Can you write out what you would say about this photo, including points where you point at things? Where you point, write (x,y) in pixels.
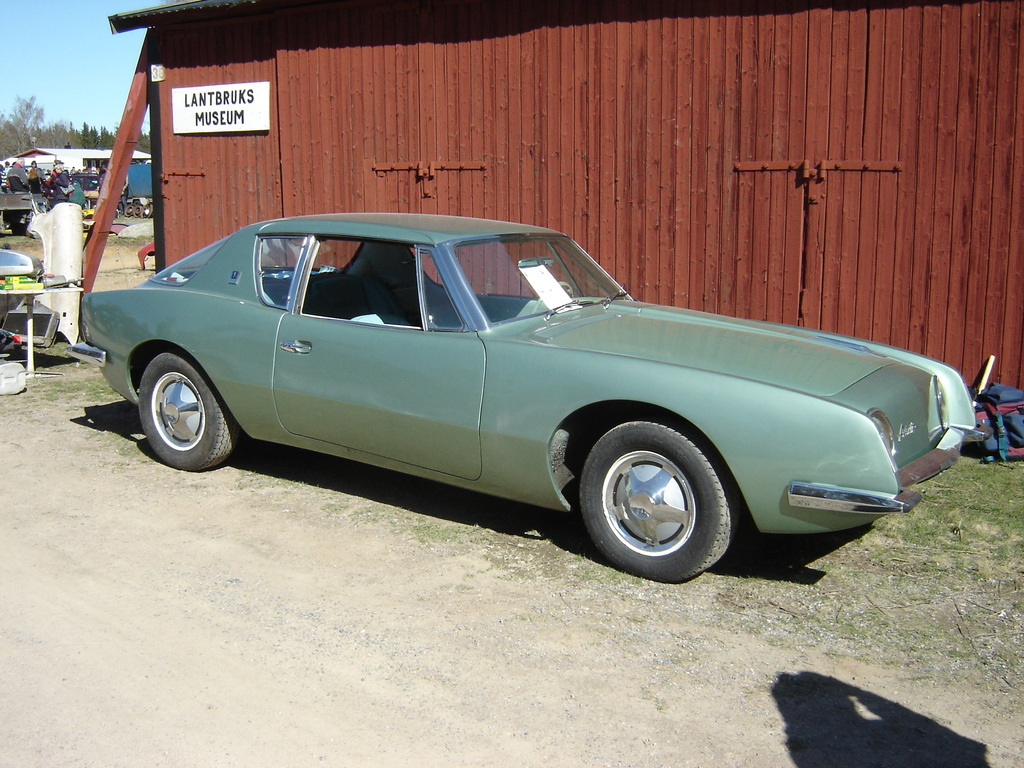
In this image I see a car (458,292) which is of green in color and I see the shed (537,154) over here and I see few words (200,96) written on this white board (194,100) and I see the grass (1016,511) and the ground (244,553). In the background (55,172) I see few people (68,174) over here and I see few things (47,269) over here and I see the sky (12,82) and the trees (6,139).
